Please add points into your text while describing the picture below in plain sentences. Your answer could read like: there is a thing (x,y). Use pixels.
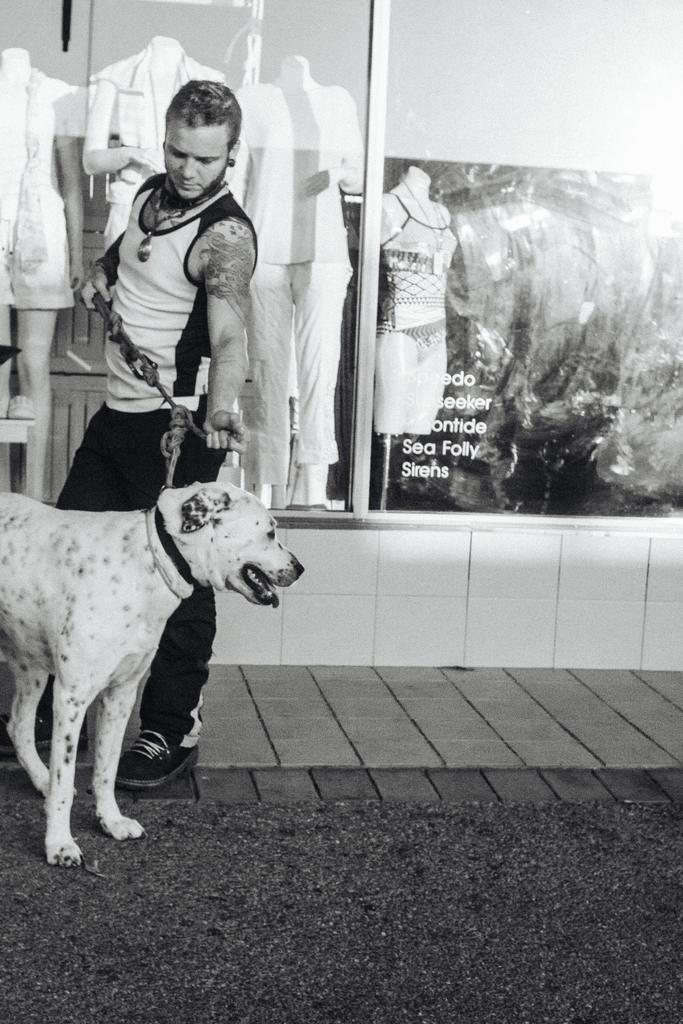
This is a black and white picture. In this picture we can see a man (193,333) holding a belt (169,455) of a dog (173,503). On the background (125,81) we can see mannequins (319,93) and clothes (1,163).
